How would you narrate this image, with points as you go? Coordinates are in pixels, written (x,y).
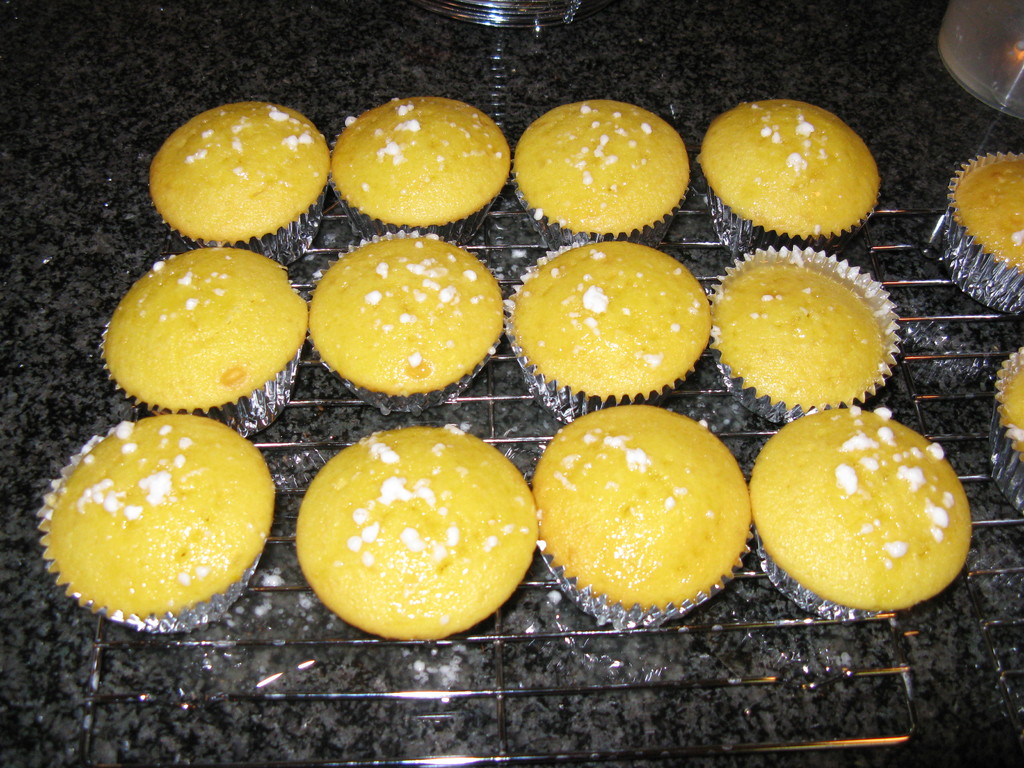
In the image there are cupcakes (502,579) kept on a baking grill (142,692).
